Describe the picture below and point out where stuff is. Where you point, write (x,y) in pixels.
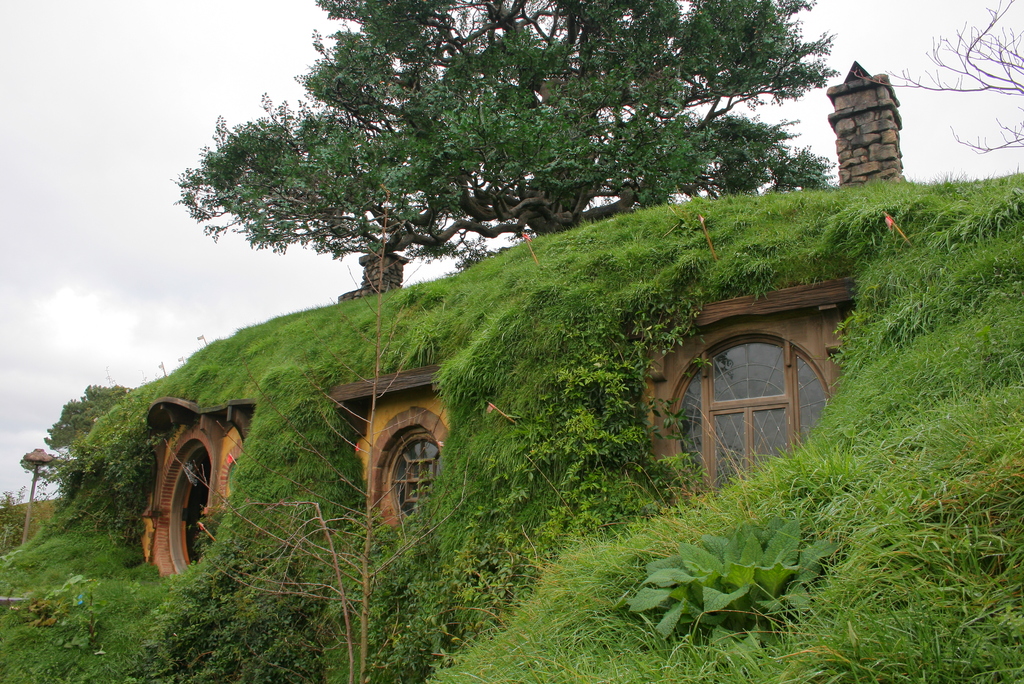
In the picture we can see a wooden house (158,427) with a window (794,440) which is covered fully with a grass (54,570) and plants (747,596), and on it we can see a tree (474,217) and in the background (180,241) we can see a sky (161,319) with clouds (98,335).
